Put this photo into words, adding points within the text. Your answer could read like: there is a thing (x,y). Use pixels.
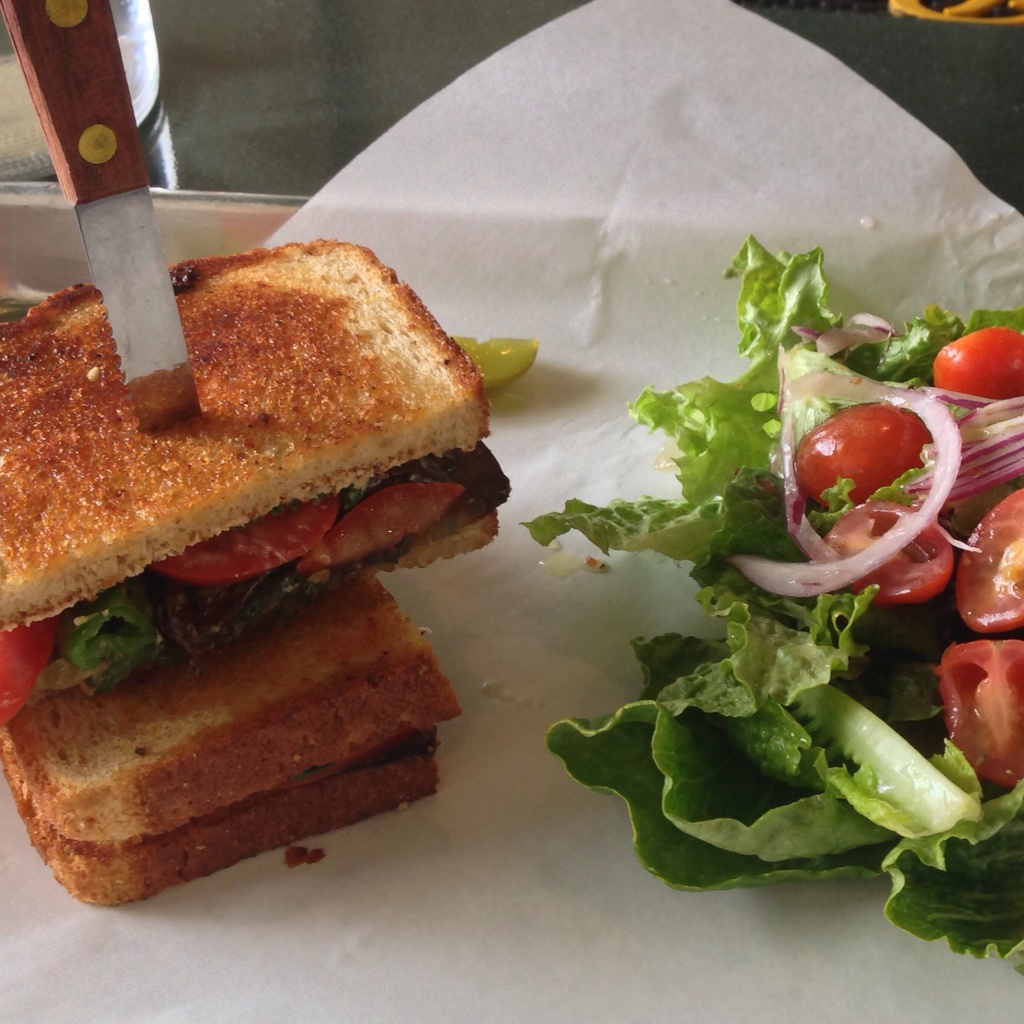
Here in this picture on a table (280,177) we can see a tray (185,202), in which we can see a sandwich (287,597) and vegetables (807,624) present on it and we can see a knife (123,181) present on the sandwich (158,472) over there and beside that we can see a glass of water (133,60) present over there.
